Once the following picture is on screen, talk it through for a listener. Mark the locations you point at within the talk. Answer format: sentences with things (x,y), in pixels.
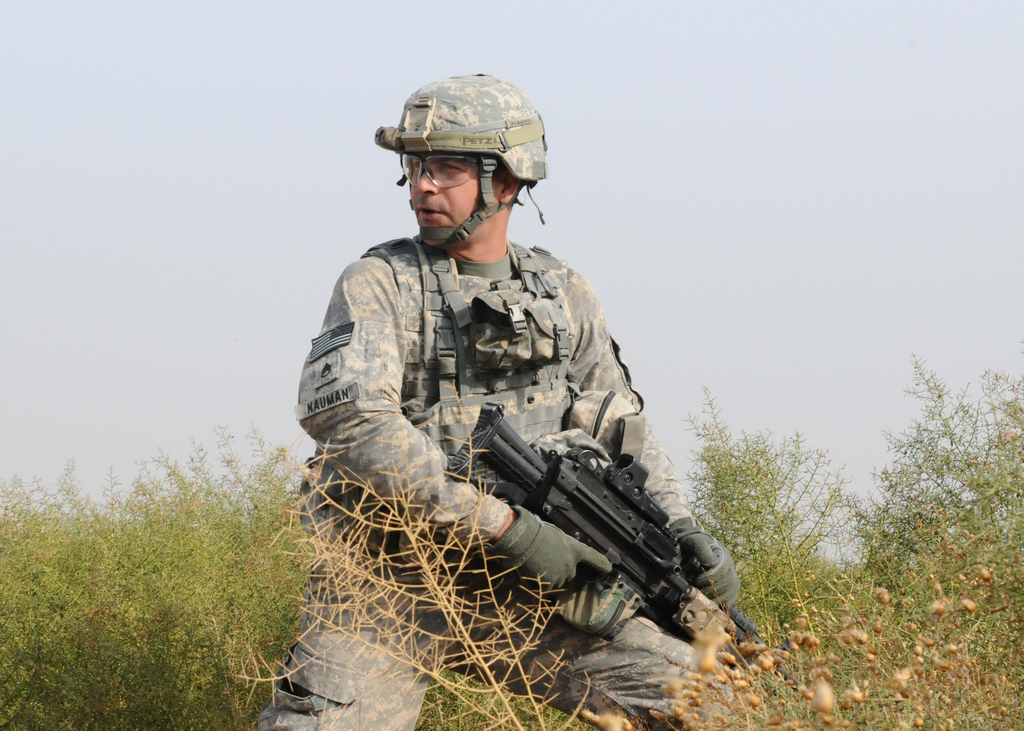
In this picture we can see a man (458,245) in the army dress (385,425) and the man (444,245) is holding a gun (537,503). Behind the man (463,281) there are trees (98,603) and the sky (129,203).
